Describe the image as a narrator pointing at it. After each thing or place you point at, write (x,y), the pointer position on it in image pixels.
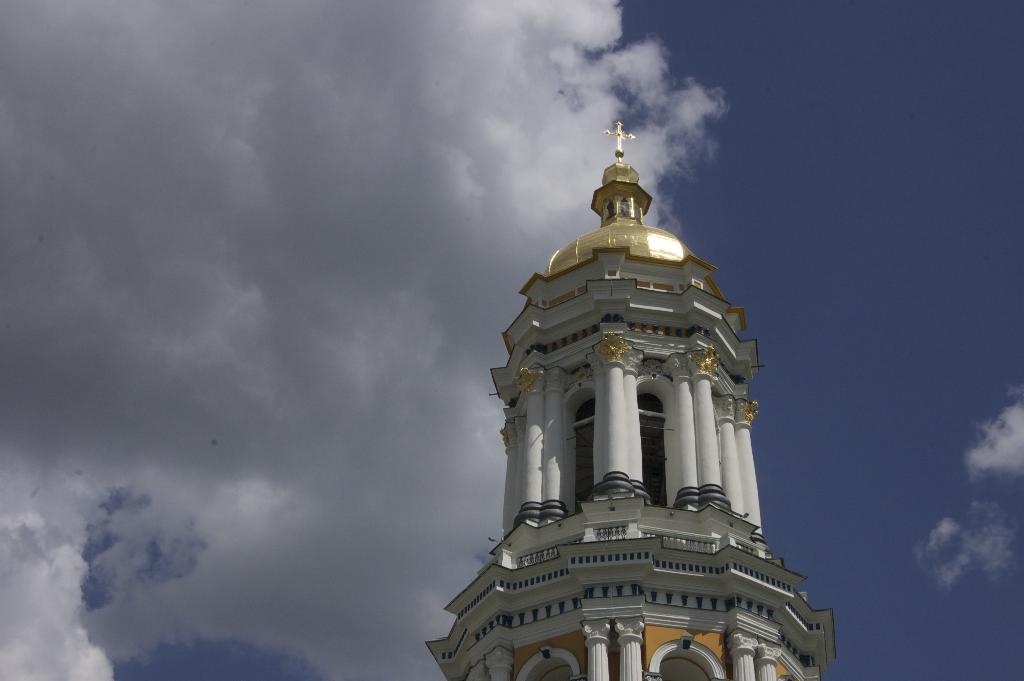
There is a building tower (604,460) as we can see at the bottom of this image (655,571) and the cloudy sky (425,487) is in the background (360,454).
